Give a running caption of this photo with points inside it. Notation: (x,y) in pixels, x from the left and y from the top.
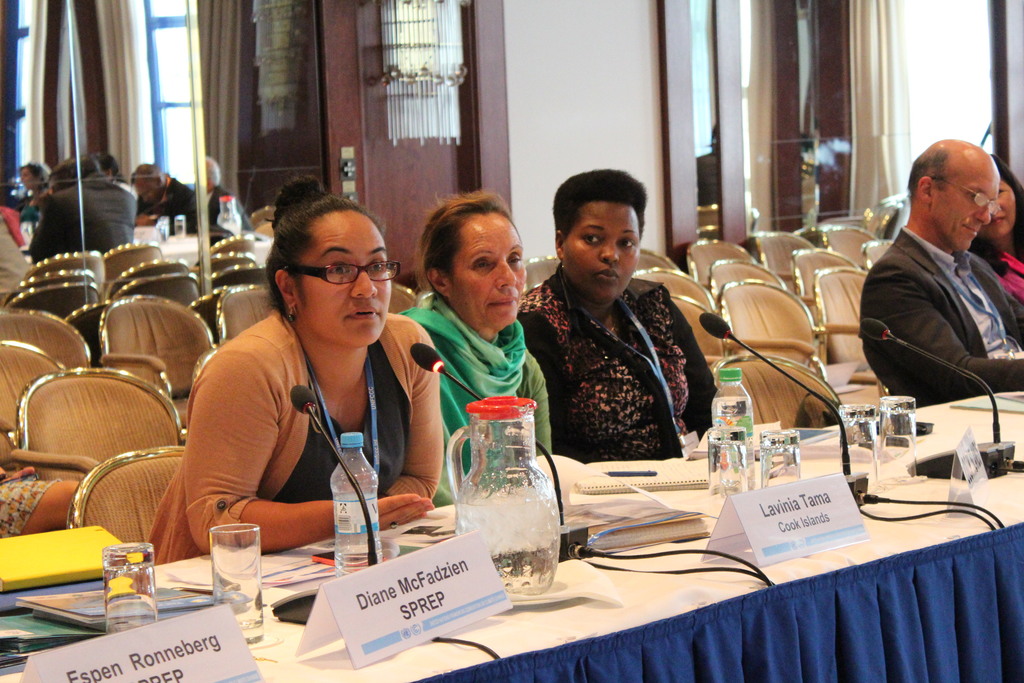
In this picture we can see few persons (603,299) sitting on the chairs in front of a table (705,506) and on the table (303,666) we can see nameboards (779,505), jar (544,531), glasses (215,557), water bottles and mikes (563,526). These are empty chairs (109,297). Here we can see few persons (192,193) sitting on the chairs (100,259).
